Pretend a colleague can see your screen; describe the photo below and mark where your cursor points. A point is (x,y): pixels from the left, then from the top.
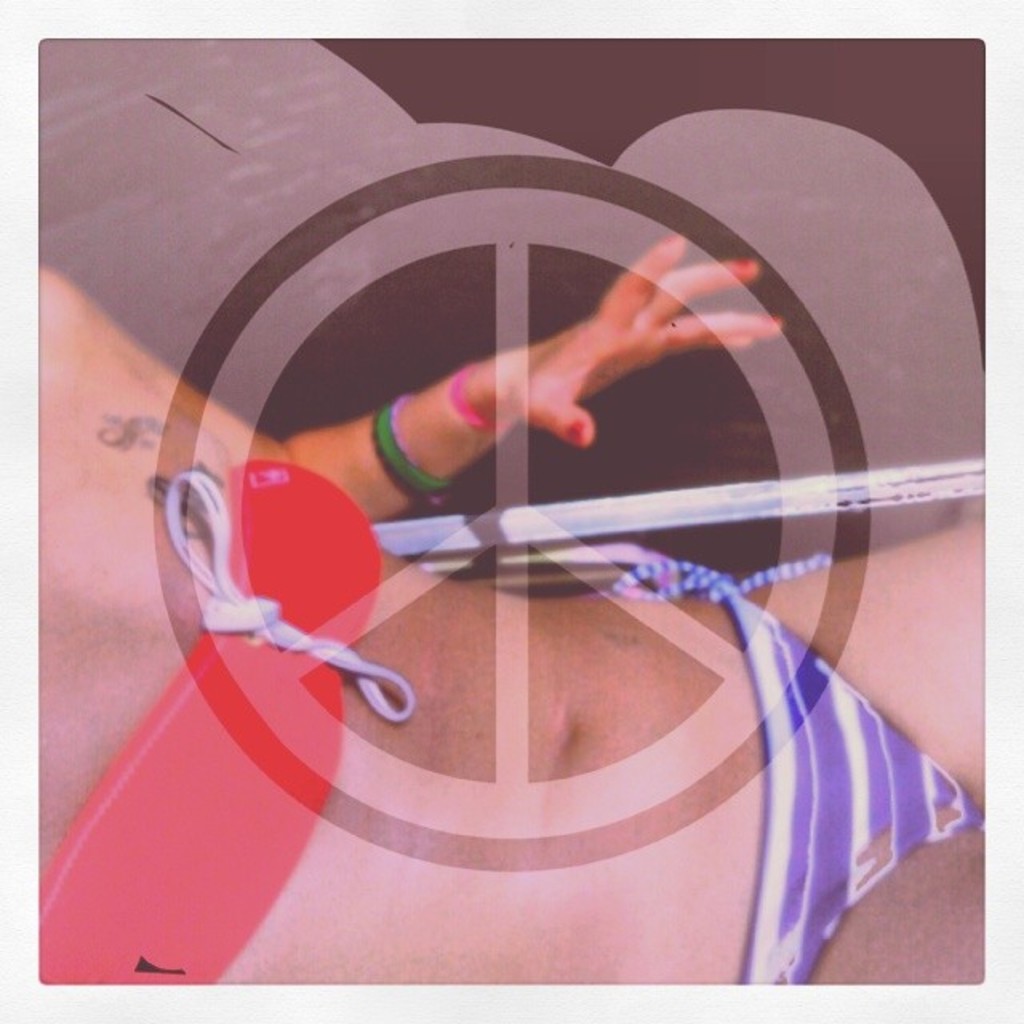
In this image we can see a person (916,607) and a logo (481,524).
